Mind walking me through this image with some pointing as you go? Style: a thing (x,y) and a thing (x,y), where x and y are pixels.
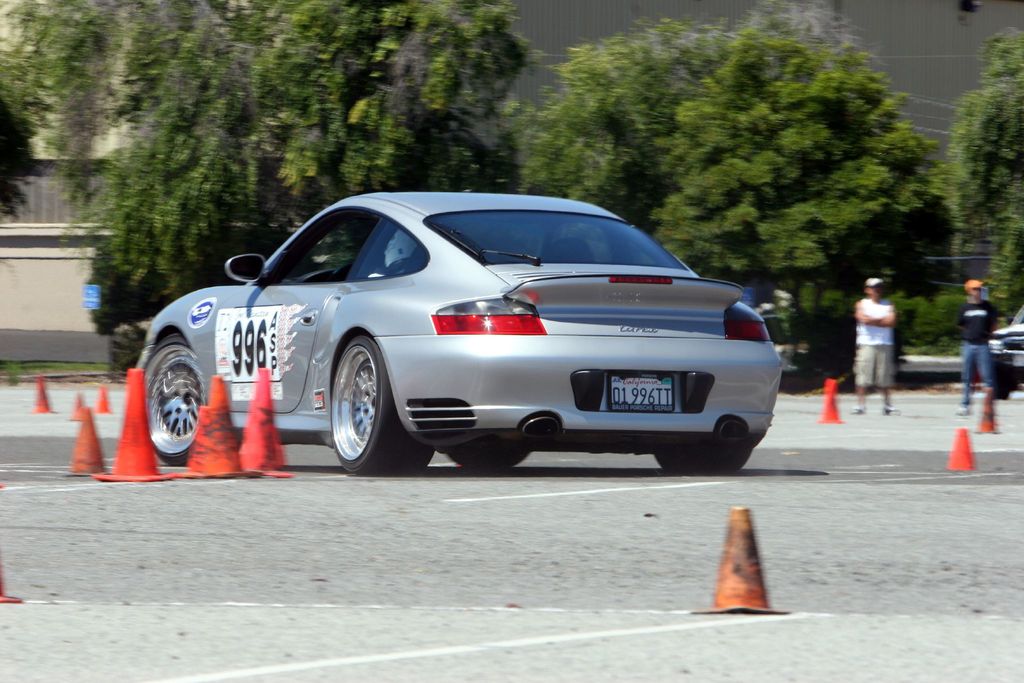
In this picture I can see there is a car (494,289) moving on the road (56,484) and there are few traffic cones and there are two persons (972,364) standing at the right side (968,389). There is a building (55,187) on the left side (93,207) and there are trees (598,198) in the backdrop (598,198).
